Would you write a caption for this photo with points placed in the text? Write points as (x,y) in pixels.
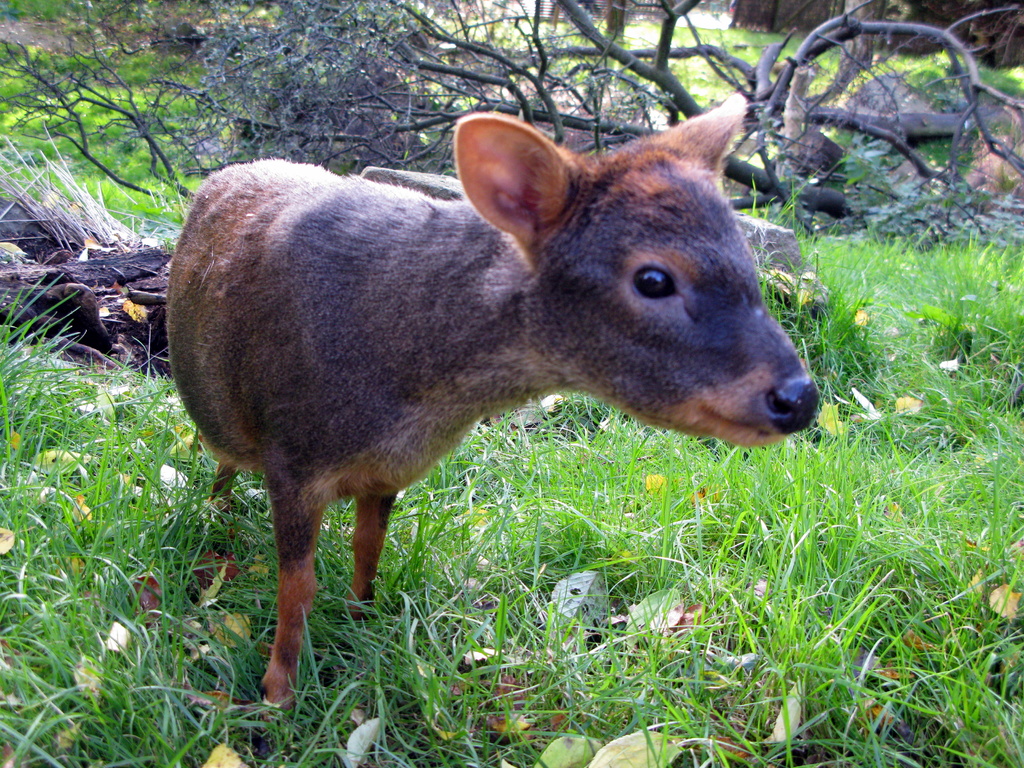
Here I can see an animal (371,379) on the ground (351,625). At the bottom of the image (643,673) I can see the grass (547,734). In the background (596,91) there are some sticks (301,112).
